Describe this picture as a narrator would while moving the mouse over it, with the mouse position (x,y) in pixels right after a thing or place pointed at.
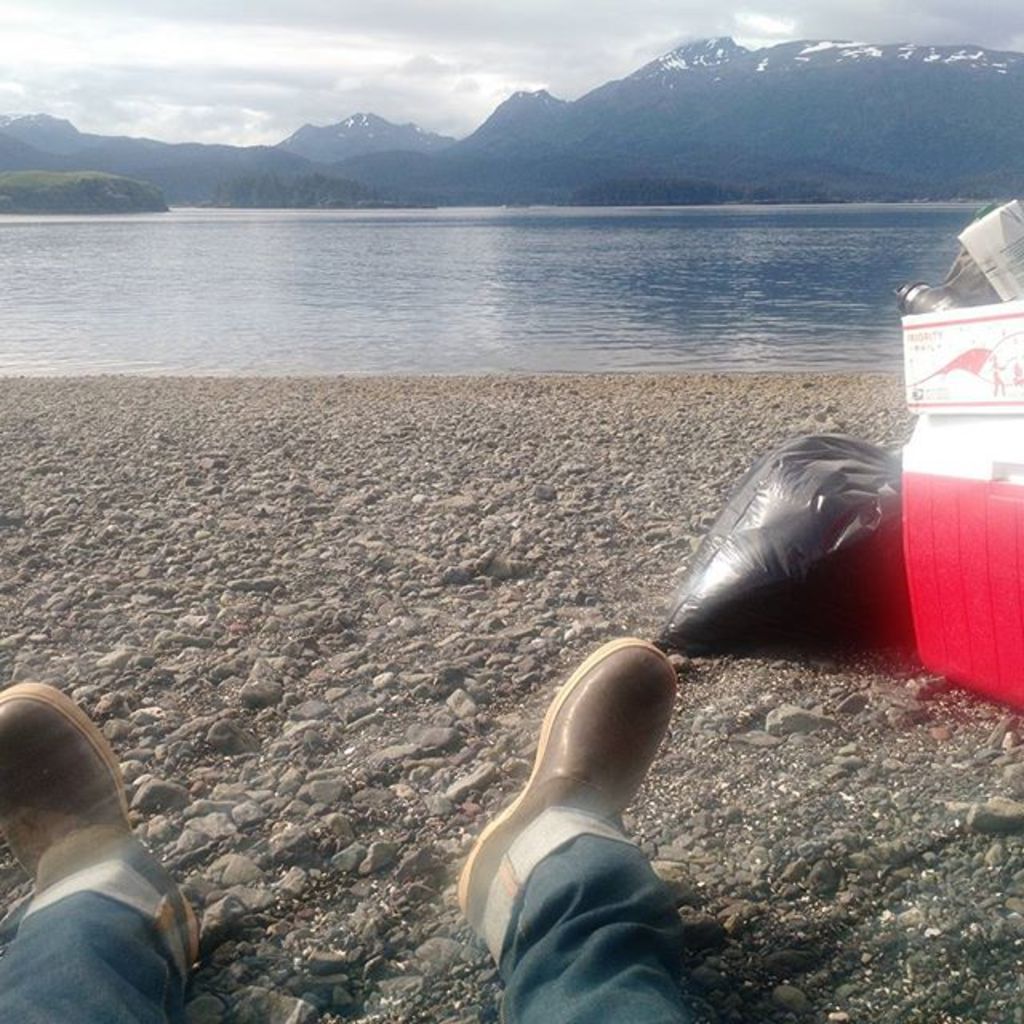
This is an outside view. At the bottom (69,993), I can see a person's legs (71,940) wearing a trouser (579,847) and shoes (604,746). On the ground (477,712) there are many stones (217,646). On the right side (974,548) there is a bag (852,481) and few boxes (988,432) are placed on the ground (844,736). In the background (317,259) there is a sea (526,295) and mountains (764,62). At the top of the image (278,40) I can see the sky (207,26).
